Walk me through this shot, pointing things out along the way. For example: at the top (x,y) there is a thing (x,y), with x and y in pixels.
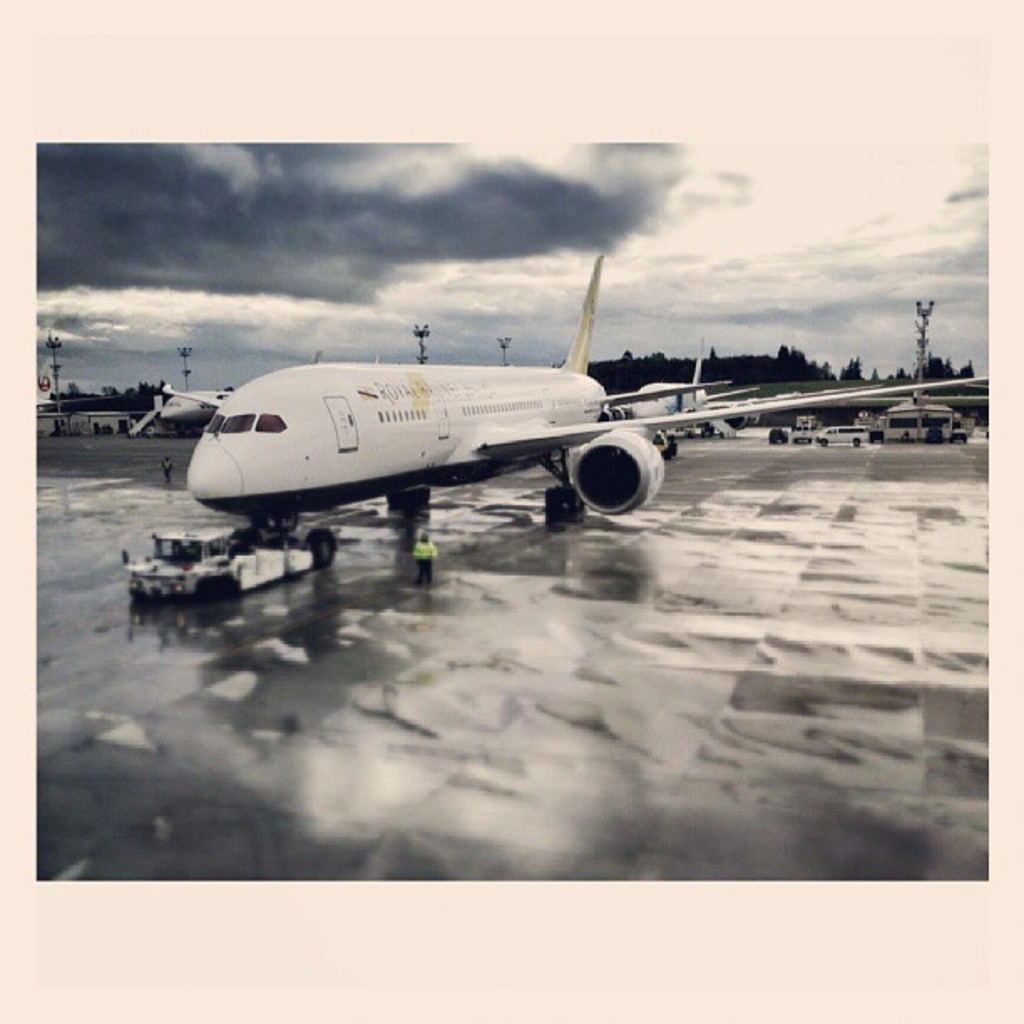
In the picture I can see a plane (375,403) which is in white color and there are few objects (245,548) in front of it and there is a person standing beside it and there are two other planes (650,386) and some other objects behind it and there are trees (770,361) and poles (187,371) in the background (750,363) and the sky (400,218) is cloudy.
